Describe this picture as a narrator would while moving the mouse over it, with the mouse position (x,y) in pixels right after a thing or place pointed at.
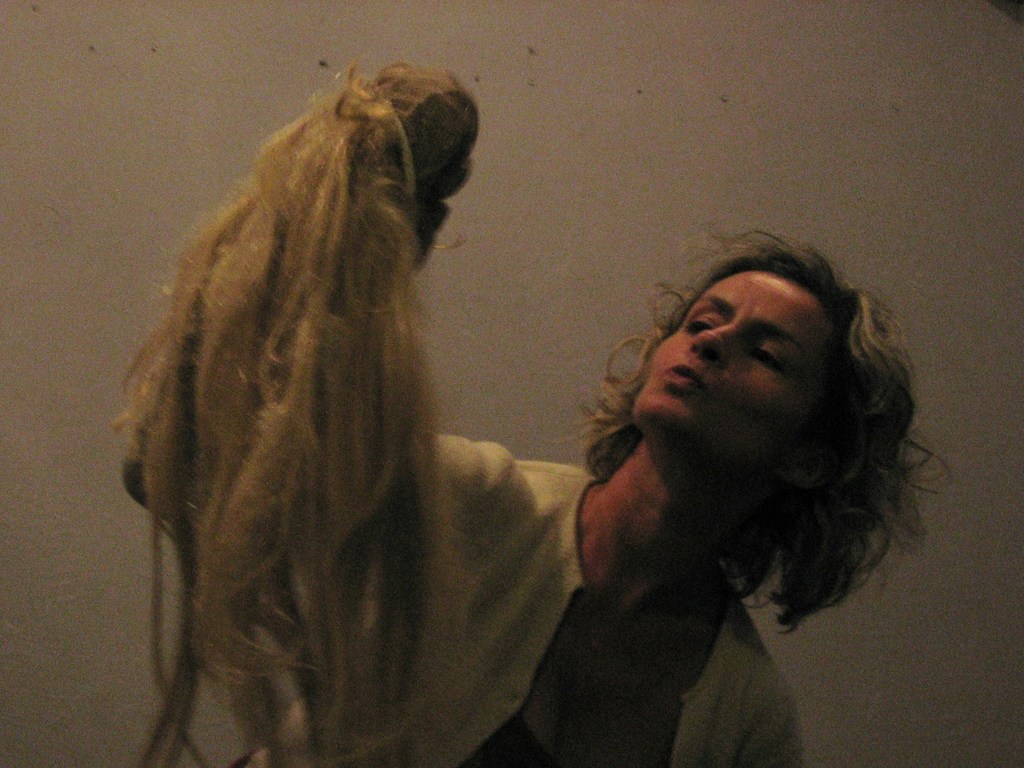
In this image there is a woman (588,584) looking at the doll (441,172) which is in her hand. The doll (352,282) has a long hair (278,282). In the background (600,159) there is a wall (624,167).
